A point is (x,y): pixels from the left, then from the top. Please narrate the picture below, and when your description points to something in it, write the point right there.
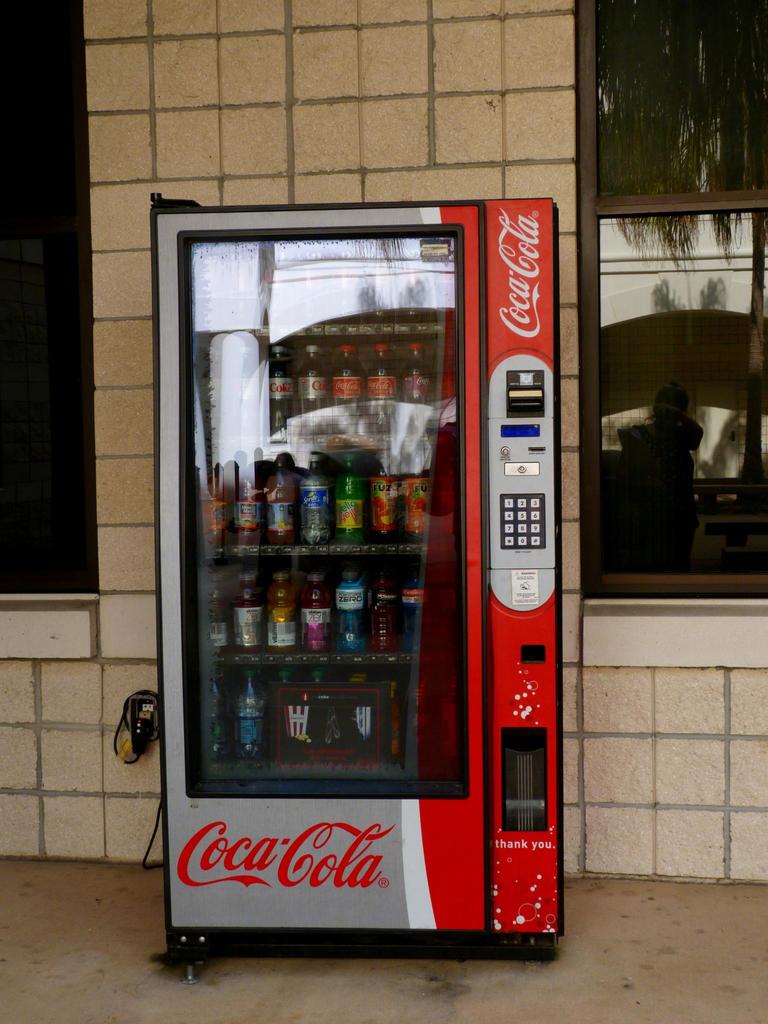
In this picture I can see bottles (395,501) in a vending machine (533,317), and in the background (449,24) there is a wall (640,607) with windows (613,455).
